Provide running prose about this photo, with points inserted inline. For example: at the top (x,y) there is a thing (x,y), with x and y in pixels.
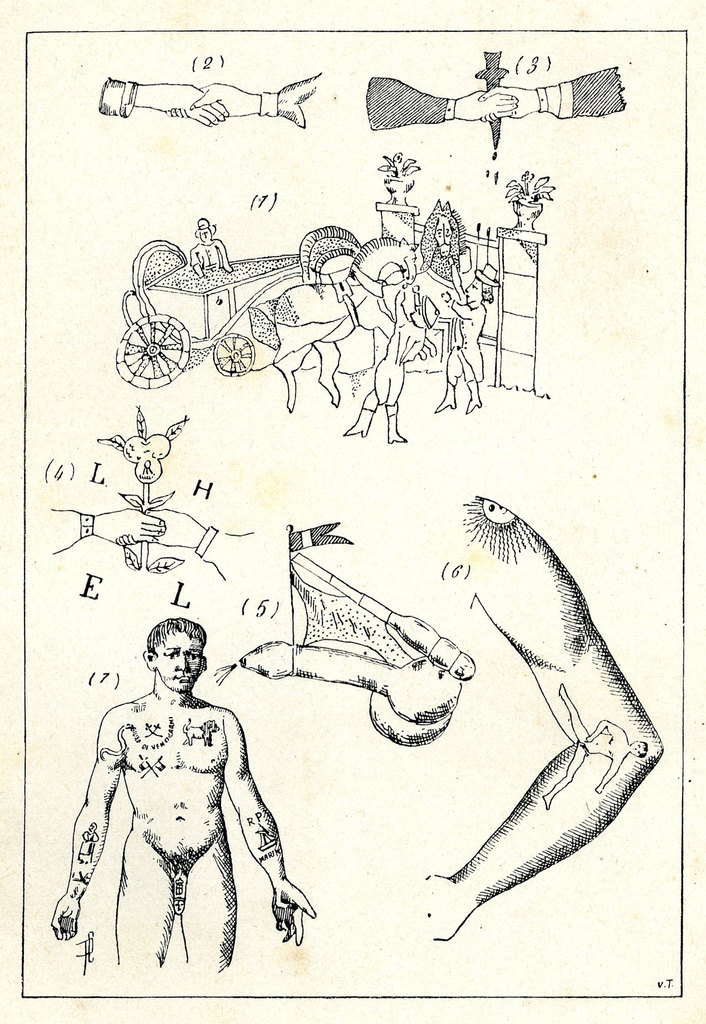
In this image there is a paper (523,145). There are sketches (425,109) on the paper (259,144). There are sketches (346,246) of persons (453,271), horses (344,276) and a plant (138,496). There are numbers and alphabets (85,590) around the sketches (408,691).
